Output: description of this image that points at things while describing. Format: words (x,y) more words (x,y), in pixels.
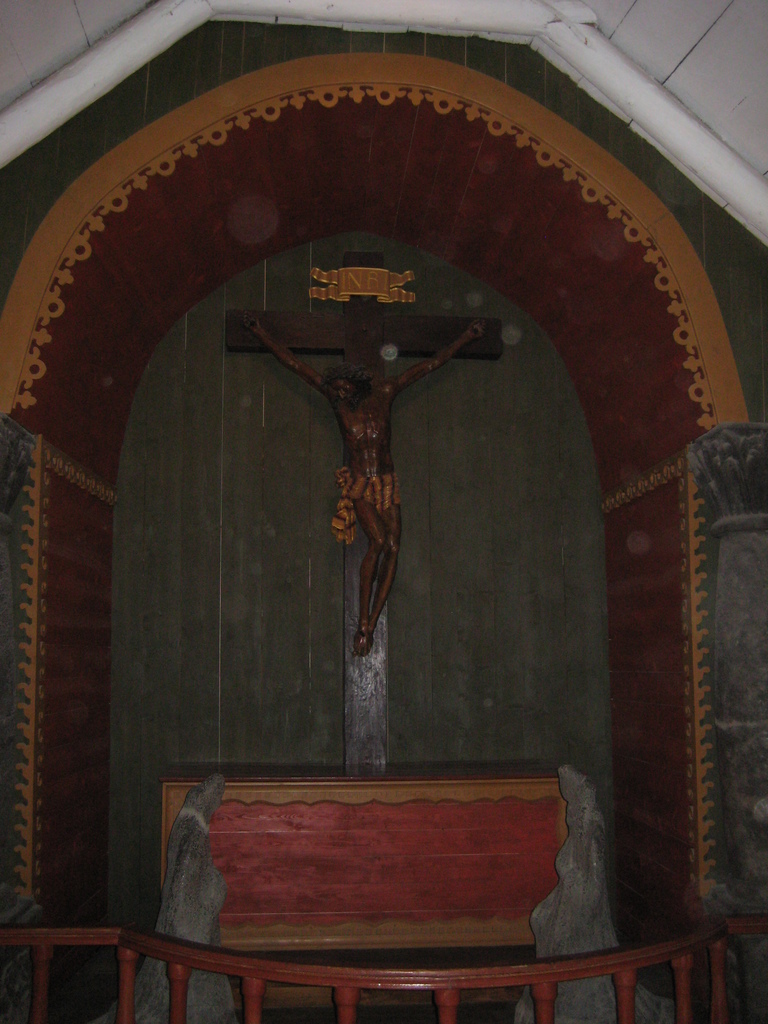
At the bottom of the image (40,1012) there is railing (393,989). Behind the railing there are two objects (551,914). Behind those objects (197,837) there is a table (307,818). Behind the table (223,851) there is a statue (358,507) of a person (358,498) on the cross (247,343). And there is an arch (696,645). On the right side of the image (746,837) there is a pillar (750,555).
